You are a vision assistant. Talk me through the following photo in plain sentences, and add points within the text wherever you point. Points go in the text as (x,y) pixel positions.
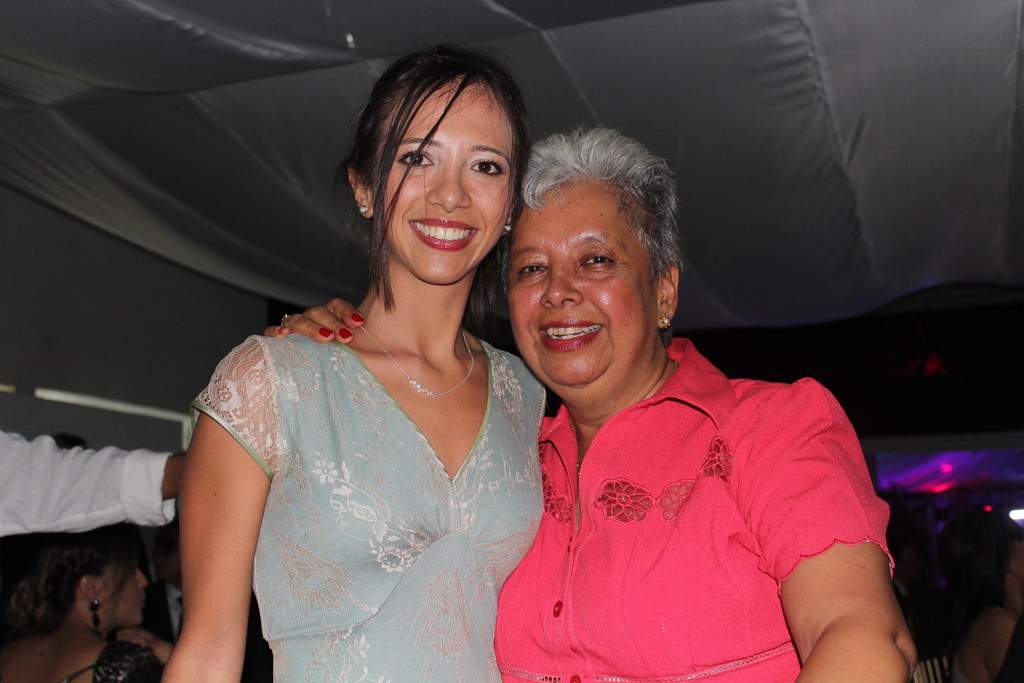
In this image, we can see persons (254,558) wearing clothes (518,477). There is a tent (236,202) at the top of the image (773,42).
